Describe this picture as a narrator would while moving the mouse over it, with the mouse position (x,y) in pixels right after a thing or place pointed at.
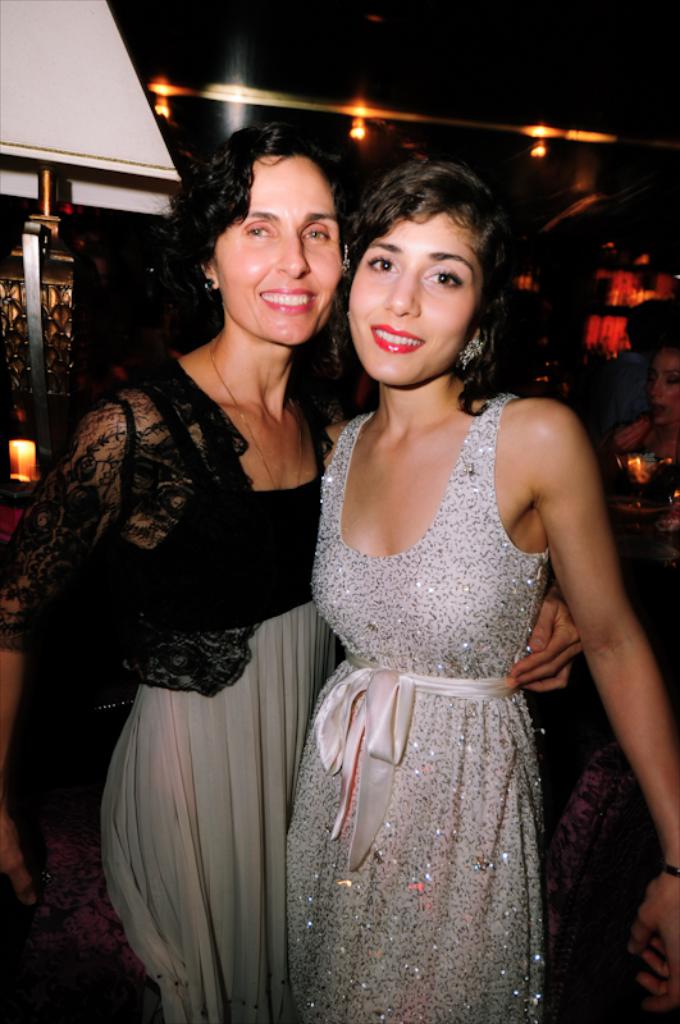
Here we can see two women (280,662) are standing. In the background (54,294) there are few persons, candle lights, metal objects (54,258) and lights (360,110).
